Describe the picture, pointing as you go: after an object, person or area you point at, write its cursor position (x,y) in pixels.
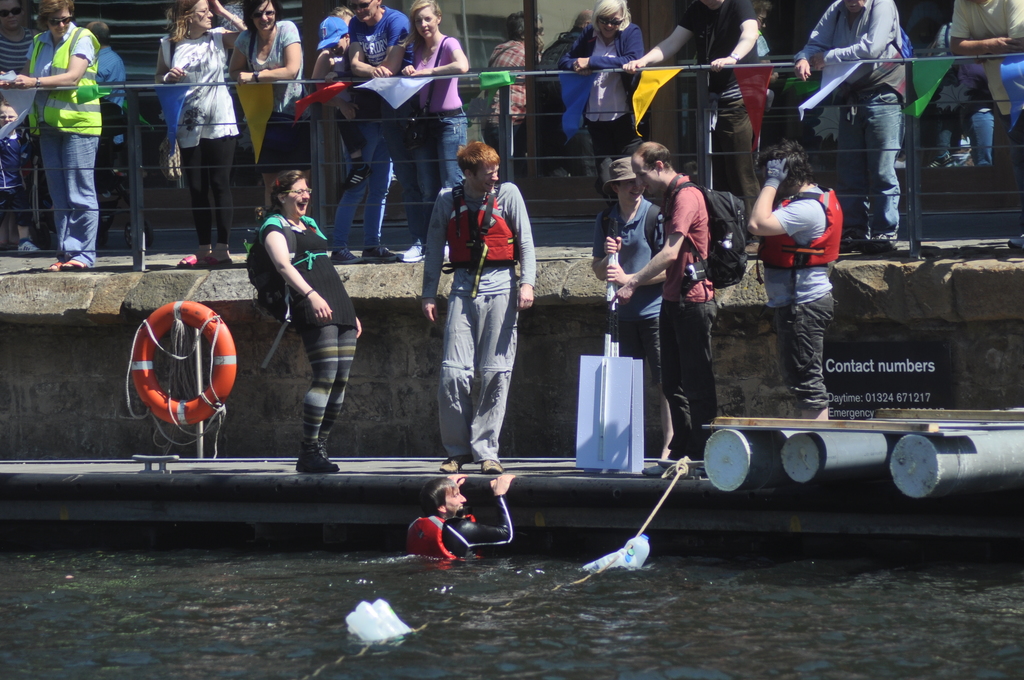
In the foreground of the picture (474,533) there is a water body (112,554), in the water (385,643) there are plastic cans (363,620) and a person (453,519). In the center of the picture (636,409) it is dock (423,460), on the dock (631,480) there are people (312,257), boards (600,397) and many other objects (169,357). At the top (883,22) there are people (361,106) standing by the railings (555,73) and there are ribbons (398,95), pole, building (554,9) and other objects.
